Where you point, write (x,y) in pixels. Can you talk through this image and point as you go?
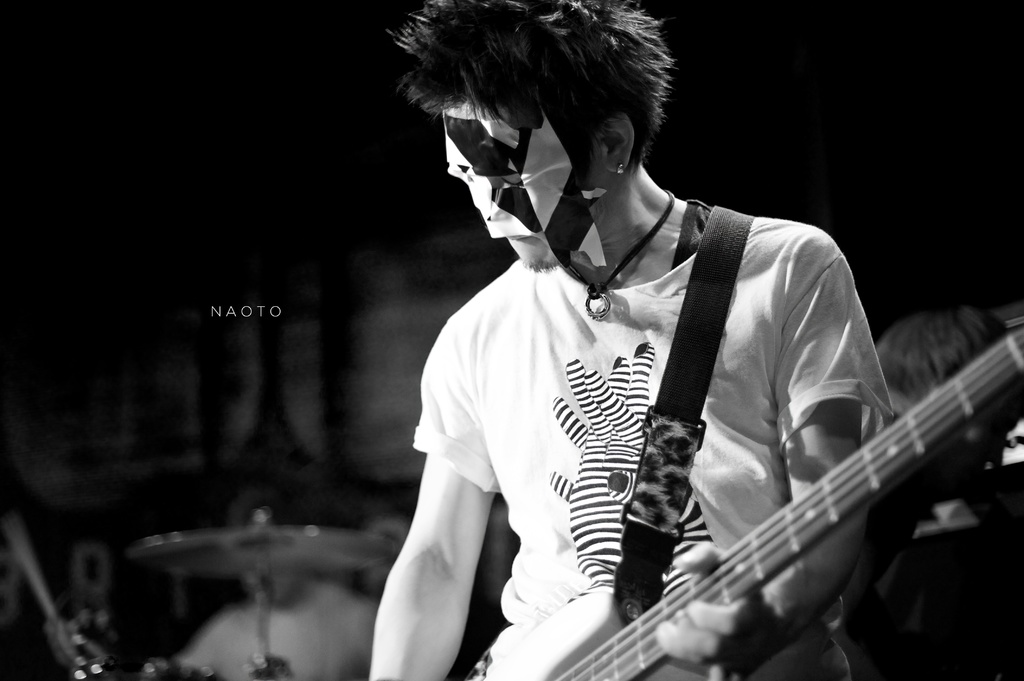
It is a black and white picture a man (763,505) is standing and wearing a guitar (727,584) he is wearing a mask (526,152) to his face (545,162) in the background (180,556) there is also other musical equipment (298,538).
